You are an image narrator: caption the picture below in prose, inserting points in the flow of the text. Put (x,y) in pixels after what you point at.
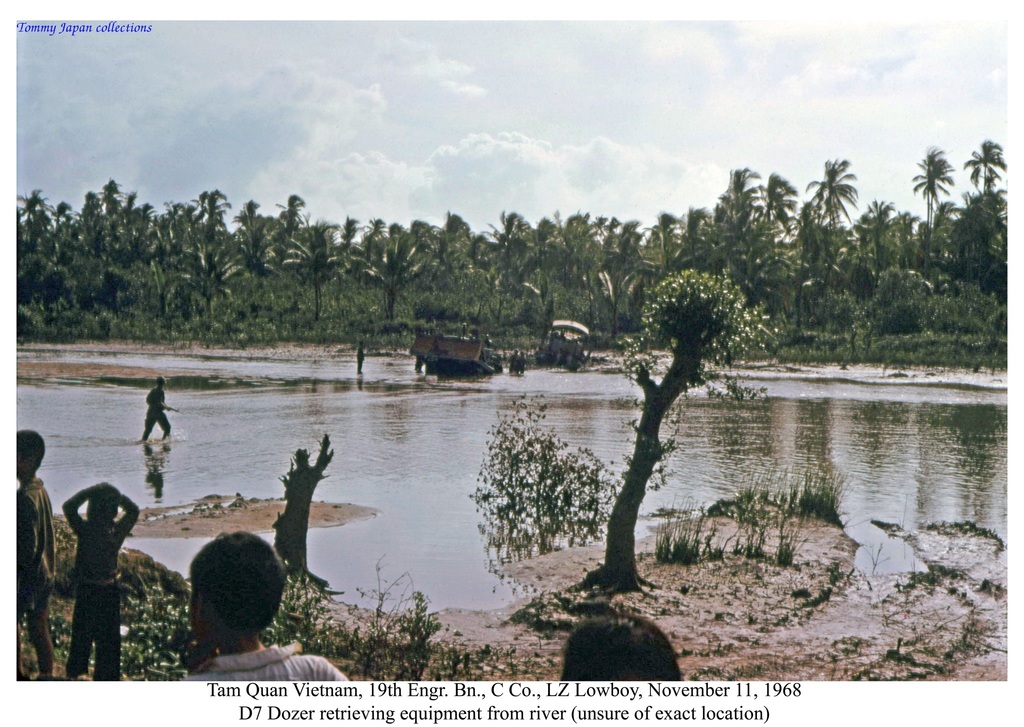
In the background (599,111) we can see the sky (599,111). In this picture we can see the trees (849,244), plants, water (870,463) and people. At the top (84,36) and bottom portion of the picture (419,685) there is something written. At the bottom portion of the picture (666,681) we can see the head (628,676) of a person (578,670).
